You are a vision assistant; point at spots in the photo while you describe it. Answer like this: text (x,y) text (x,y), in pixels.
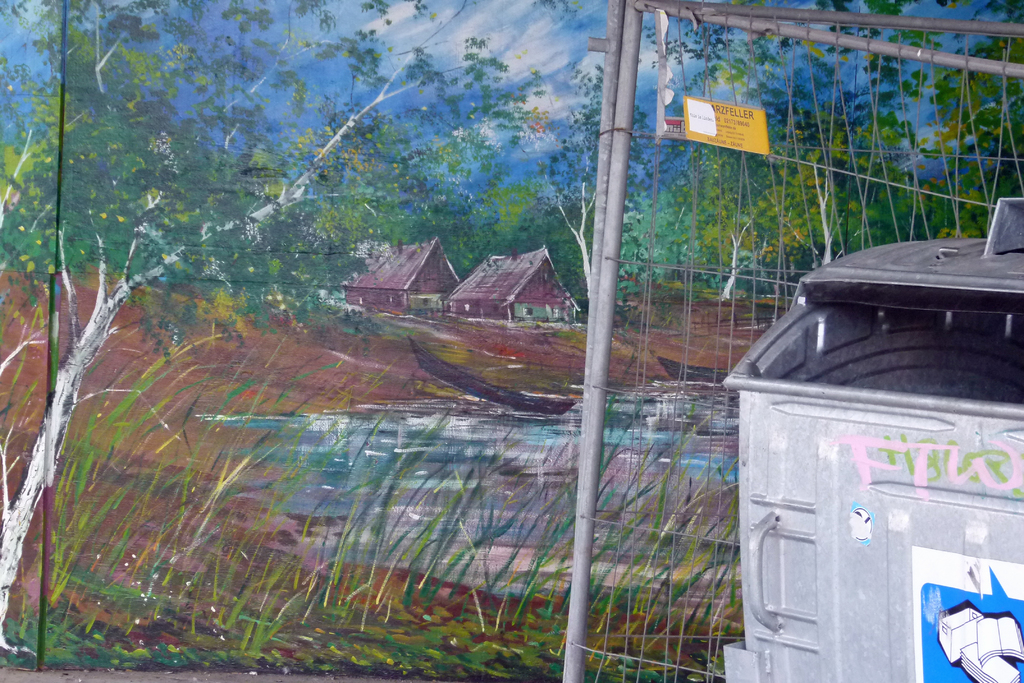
In this image we can see dustbin (756,554) and fencing (583,488). Background of the image (477,162) painting (336,263) is there on the wall (530,506).
